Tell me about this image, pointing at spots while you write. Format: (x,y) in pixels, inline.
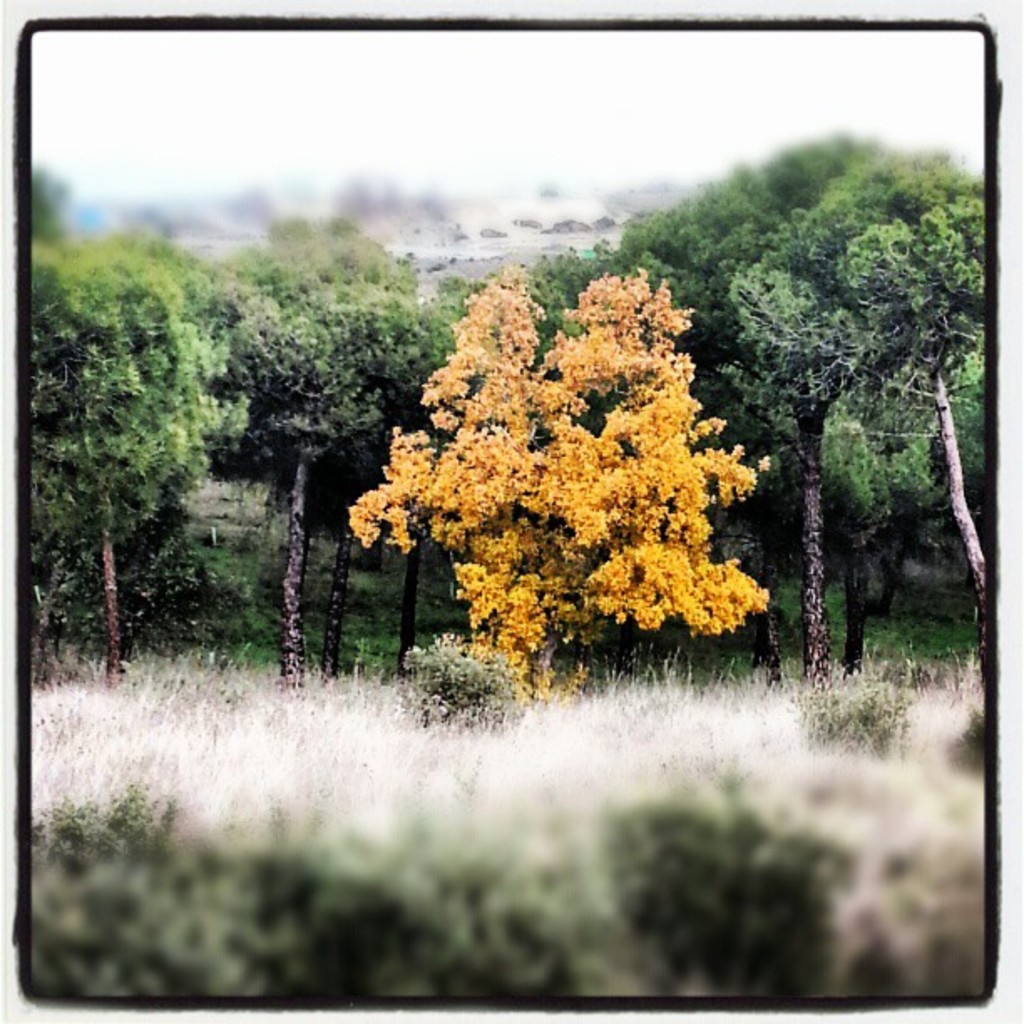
In this image, we can see so many trees (544,605), plants (40,872), grass (571,850). At the top (416,188) and bottom of the image (334,990), we can see a blur view. The borders of the image, we can see a black color.
